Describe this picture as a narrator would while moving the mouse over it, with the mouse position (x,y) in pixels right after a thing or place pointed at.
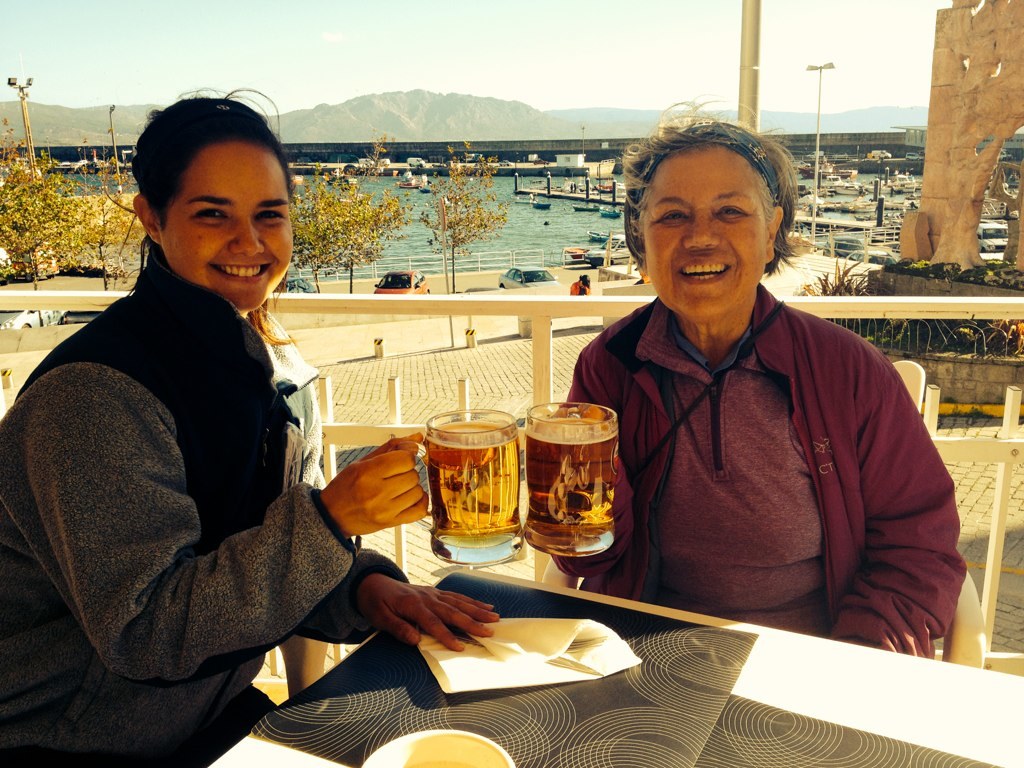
In this picture we can observe two women (383,575) sitting in front of a table (810,699) in the chairs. We can observe a railing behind them. Both of them are smiling and holding glasses (477,469) in their hands (406,484). In the background (512,211) we can observe a river (577,218). There are some cars (285,282) parked on the land (594,291). We can observe hills (549,123) and a sky (440,24).
